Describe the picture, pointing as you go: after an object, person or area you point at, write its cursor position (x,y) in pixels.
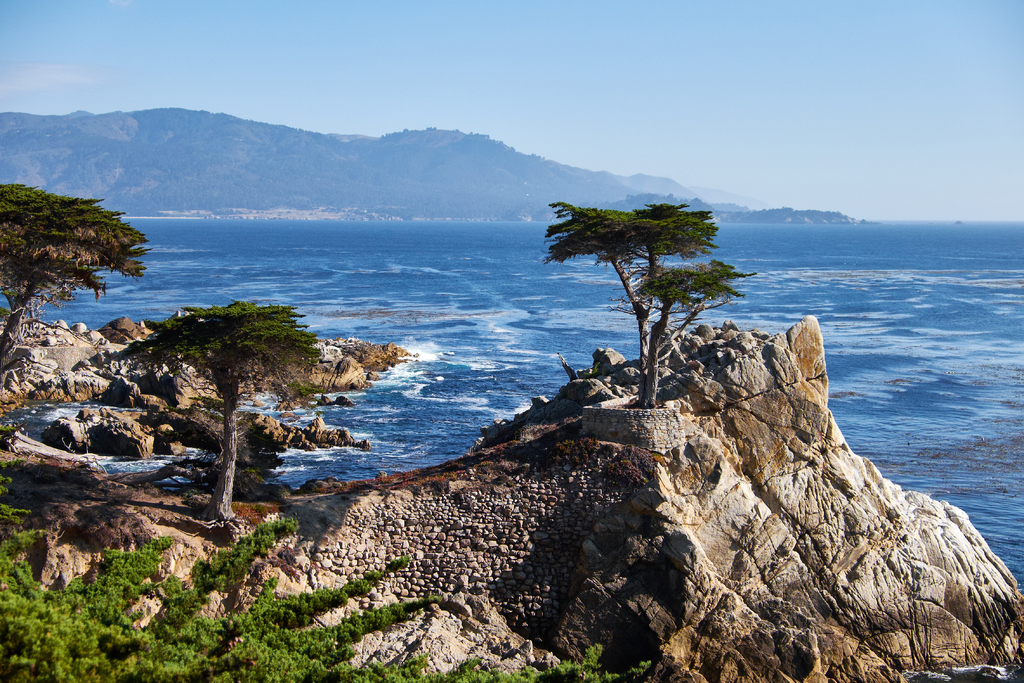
In this picture we can see few trees (234,417), rocks (340,435) and water (410,436), in the background (186,158) we can find hills (456,159) and clouds (56,86).
